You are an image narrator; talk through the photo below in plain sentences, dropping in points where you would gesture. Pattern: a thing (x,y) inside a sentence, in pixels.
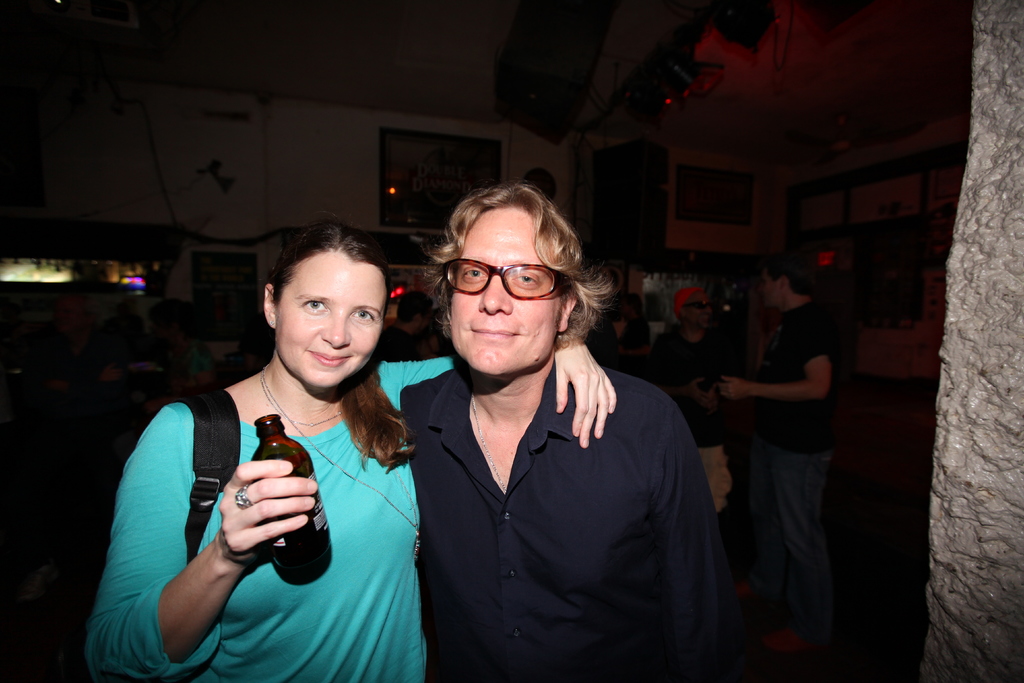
In the image we can see a man (520,472) and a woman (408,539) wearing clothes (531,590) and they are smiling, the man (526,508) is wearing spectacles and the woman (407,432) is holding a bottle (299,558) in her hand (227,511). The woman (248,511) is wearing a finger ring (245,494) and neck chain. Behind them there are many other people (694,337) standing and wearing clothes (720,358).
